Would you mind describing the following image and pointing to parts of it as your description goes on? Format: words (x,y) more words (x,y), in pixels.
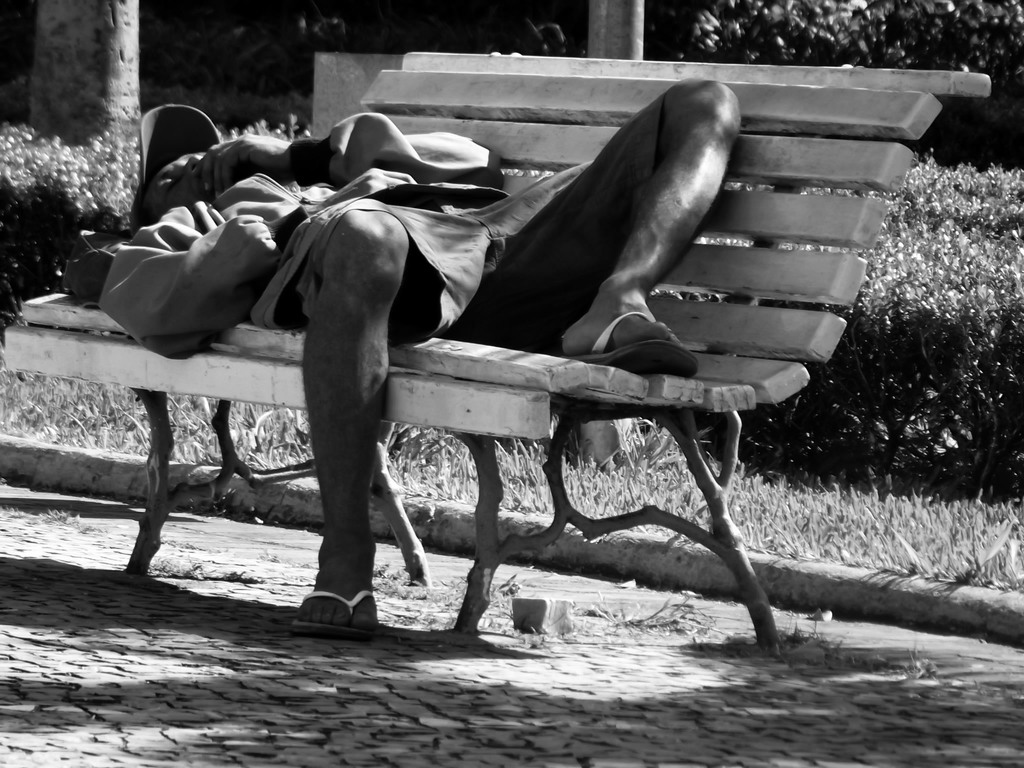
In the middle of the image (385,484) there is a bench (385,484), on the bench (491,497) a man (324,465) is lying. Behind the bench (749,174) there are some trees (42,114) and plants (926,397) and grass (300,426).
